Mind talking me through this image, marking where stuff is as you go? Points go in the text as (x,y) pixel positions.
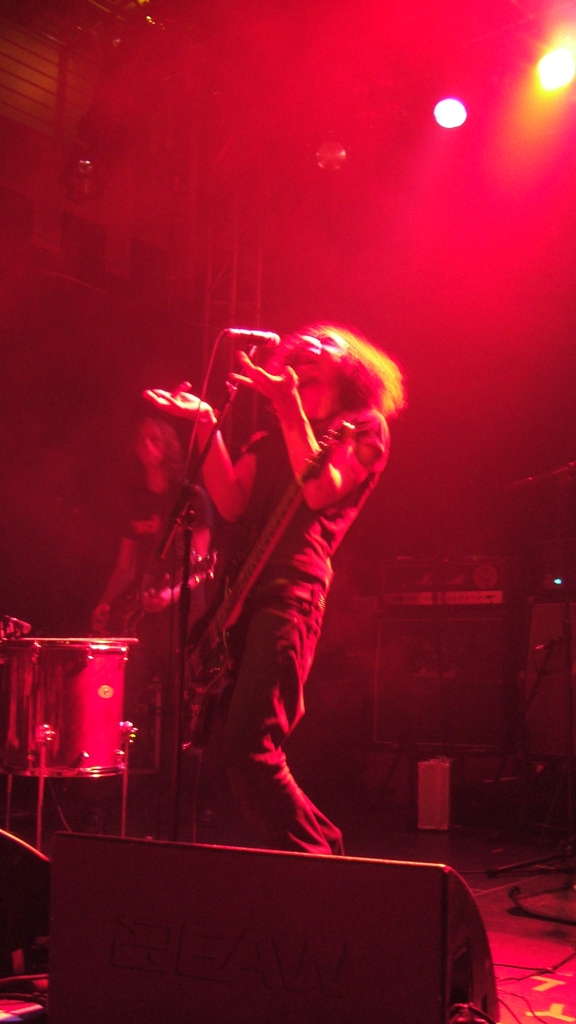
In the image in the center (347,480) we can see two persons (294,519) were standing and holding guitar (262,533). In front, of them, we can see one microphone (241,372) and drum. In the bottom of the image, we can see some object (228,958). In the background (407,307) there is a wall (434,329), roof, lights (547,71), musical instruments (504,730) and few other objects (495,736).
